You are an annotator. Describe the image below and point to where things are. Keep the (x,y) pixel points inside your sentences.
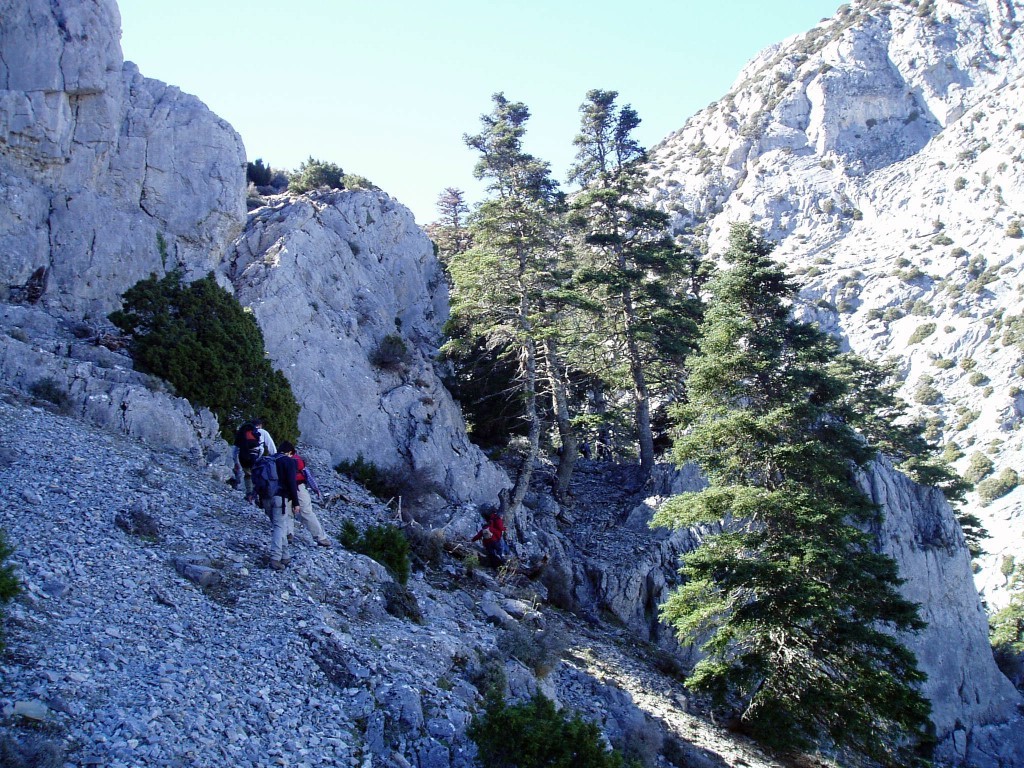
In this image, we can see rocks (45,440), trees (1006,623), plants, stones (389,685) and mountain (884,106). In the middle of the image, we can see few people (504,552). Few are wearing backpacks (262,474). Top of the image (415,112), there is a sky (356,89).
